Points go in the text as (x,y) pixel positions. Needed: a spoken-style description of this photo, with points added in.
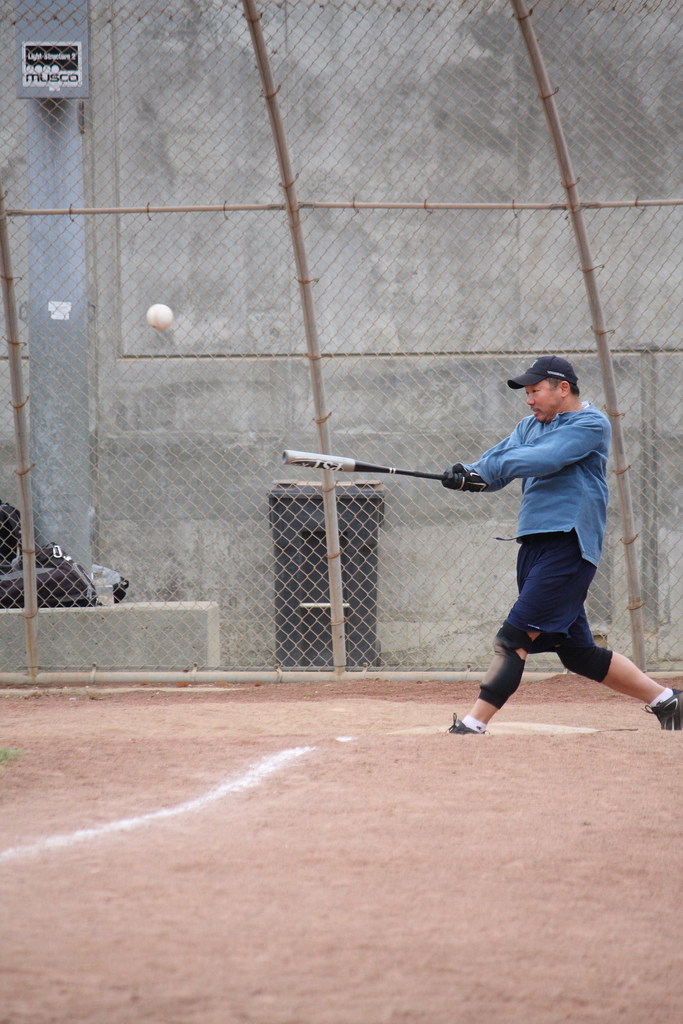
In this image I can see the person (564,599) with the dress (538,600) and the cap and also holding the baseball bat (305,461). I can see the ball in the air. In the background (139,443) I can see the net fence (275,445), black color object (303,499), board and the building (191,238).
